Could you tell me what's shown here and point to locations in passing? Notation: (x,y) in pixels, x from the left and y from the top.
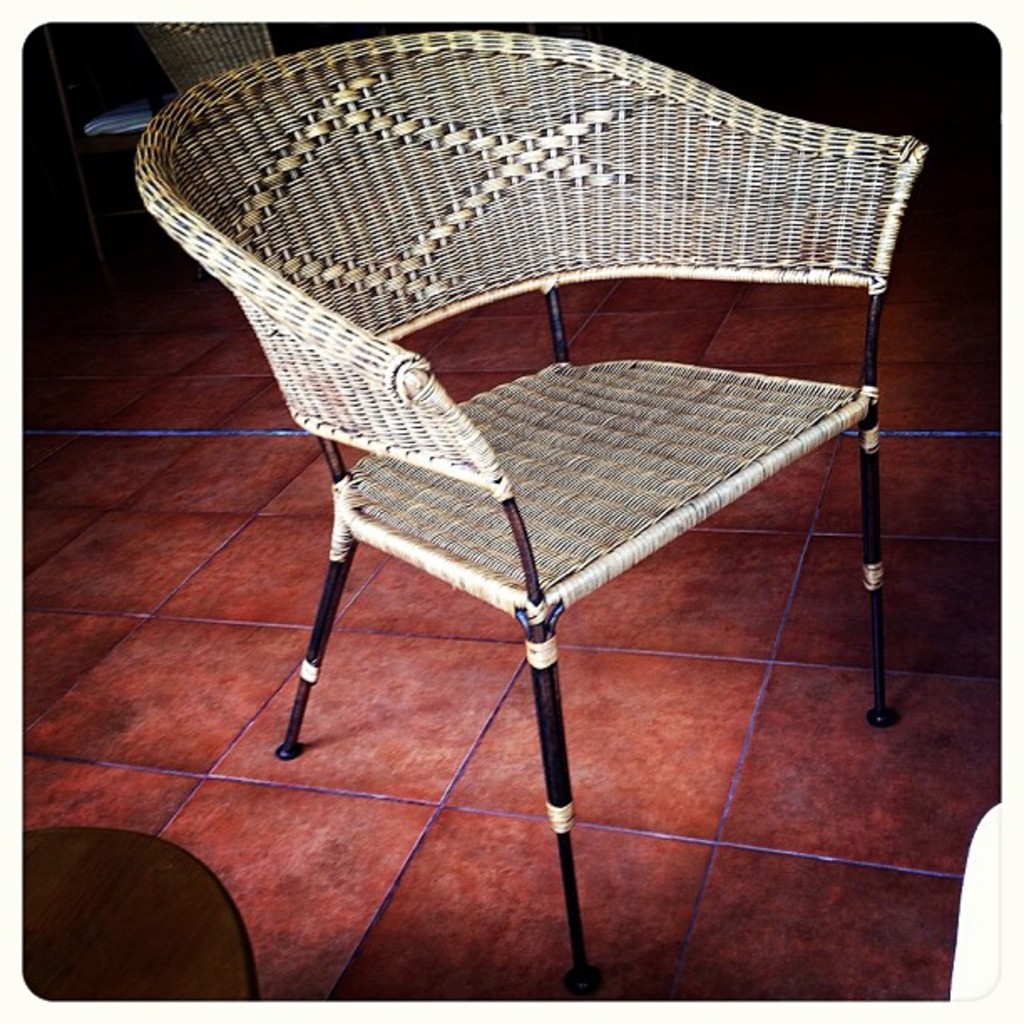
In the picture I can see a chair (471,519) on the floor (358,694).
